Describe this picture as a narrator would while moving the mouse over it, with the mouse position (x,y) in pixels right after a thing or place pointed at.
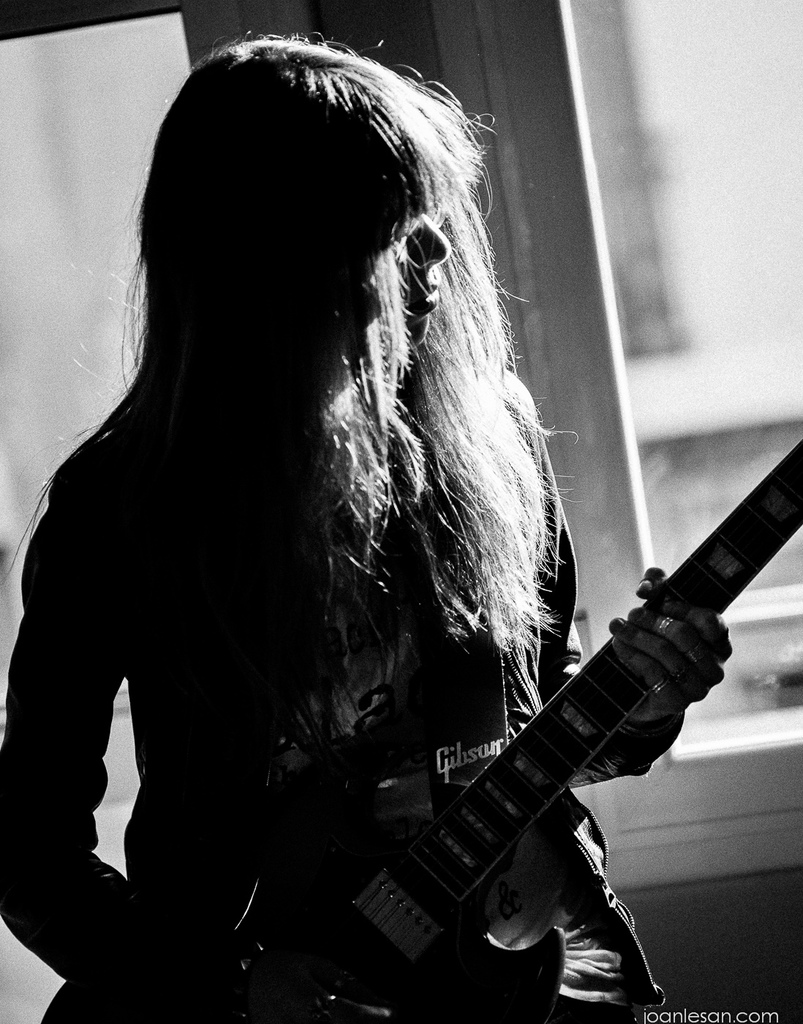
The image shows a woman (382,599) who is holding guitar (408,920) there is also a window (605,291) in the background (624,313).
